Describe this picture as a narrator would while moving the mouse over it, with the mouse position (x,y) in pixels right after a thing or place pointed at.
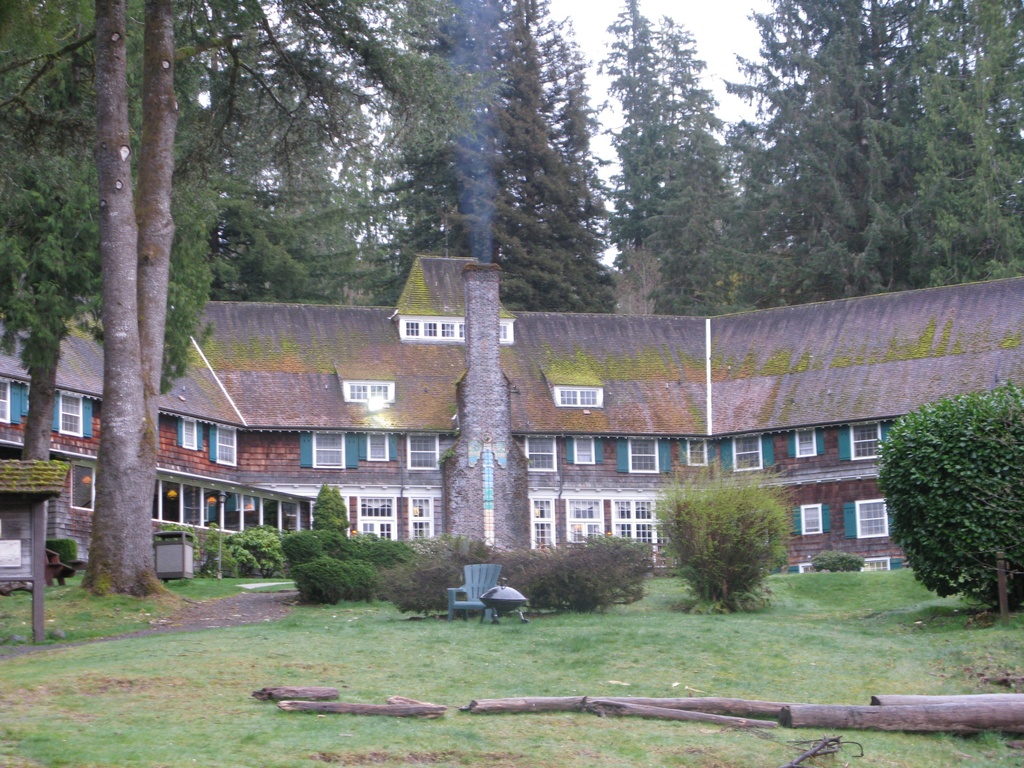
In this image I can see at the bottom (906,699) there are logs (548,702), in the middle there is a chair (496,582). At the back side (958,337) it is a very big house (537,425) and there are trees (6,247), at the top (615,5) it is the sky (597,105).
